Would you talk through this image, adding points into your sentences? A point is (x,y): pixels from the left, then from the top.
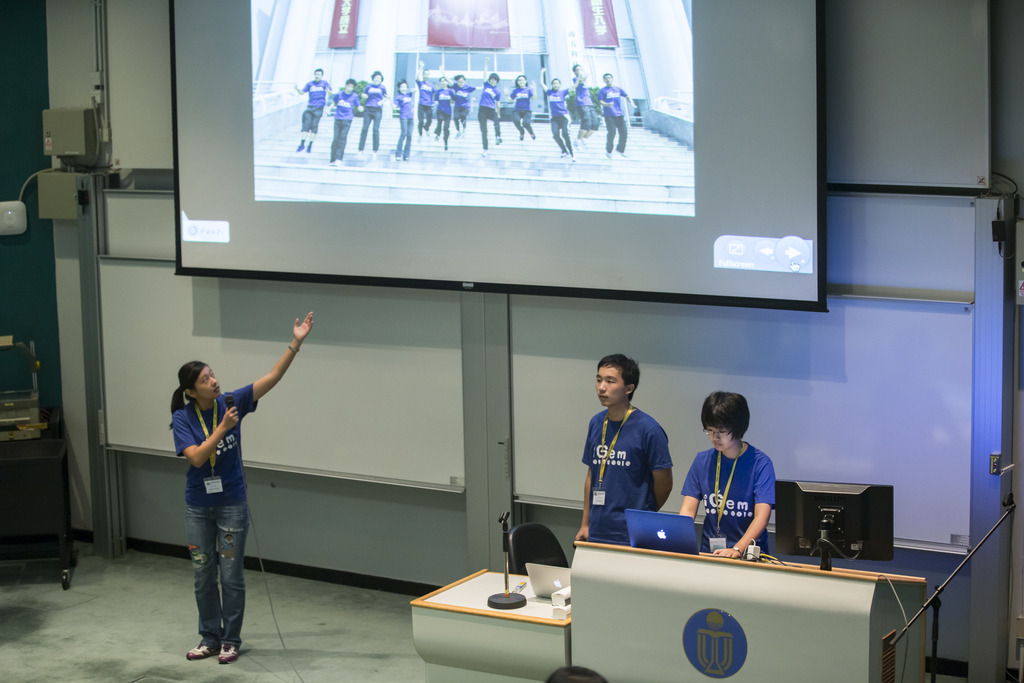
This is an inside view. At the top (564,142) there is a screen (616,180) attached to the wall (875,130). On the left side (217,505) there is a girl (195,433) wearing t-shirt (202,467), jeans (213,524), standing, holding a mike (233,397) in the hand (220,425) and looking at the screen (389,184). On the right side (721,450) there are two people (642,476) standing behind the podium (675,589). One person (724,523) is looking into the laptop (686,539) and also there is a monitor (840,539). On the left side (42,497) there is a table (38,481) on which few objects (27,400) are placed.
